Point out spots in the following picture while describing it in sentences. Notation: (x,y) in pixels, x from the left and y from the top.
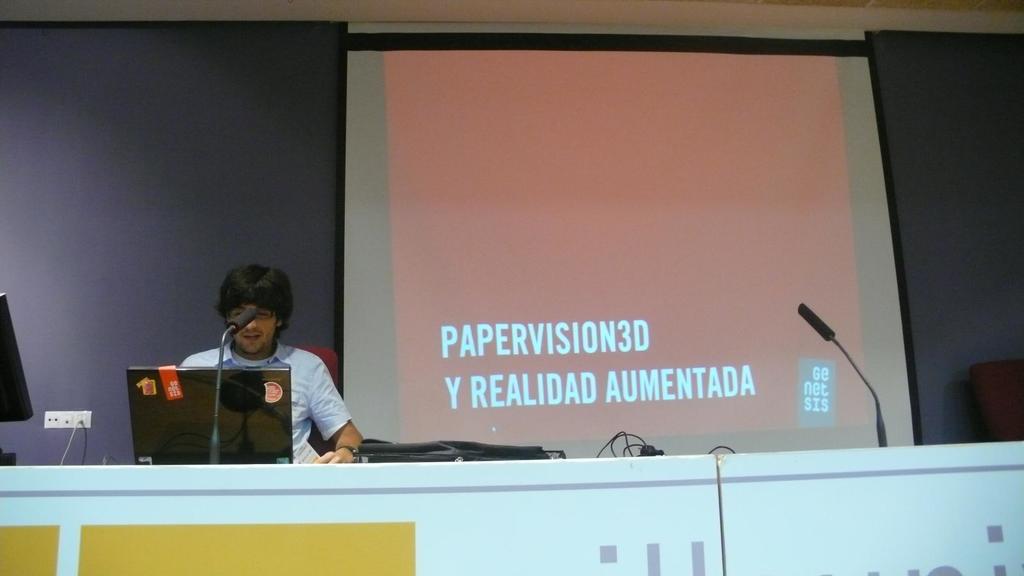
In this picture I can see a man (259,351) looking at the laptop screen (246,402) on the left side (233,400), beside him there is an electric socket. There are microphones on either side of this image, in the middle (540,373) there is a projector screen (559,312).
